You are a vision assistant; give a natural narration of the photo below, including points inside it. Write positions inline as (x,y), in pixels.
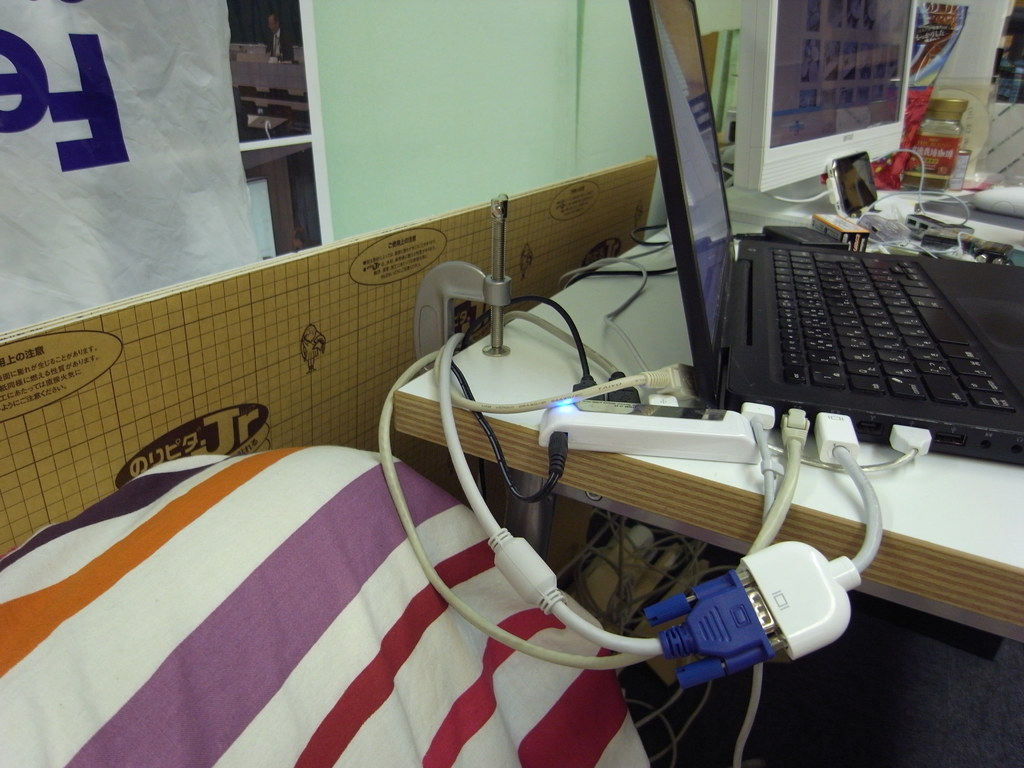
In this image I can see a laptop (984,267), system (826,81) and some of the objects (945,222) on the table (804,524) and there are many wire connectors (766,524) to the laptop (935,334). To the left (78,135) there is a banner (174,262).
